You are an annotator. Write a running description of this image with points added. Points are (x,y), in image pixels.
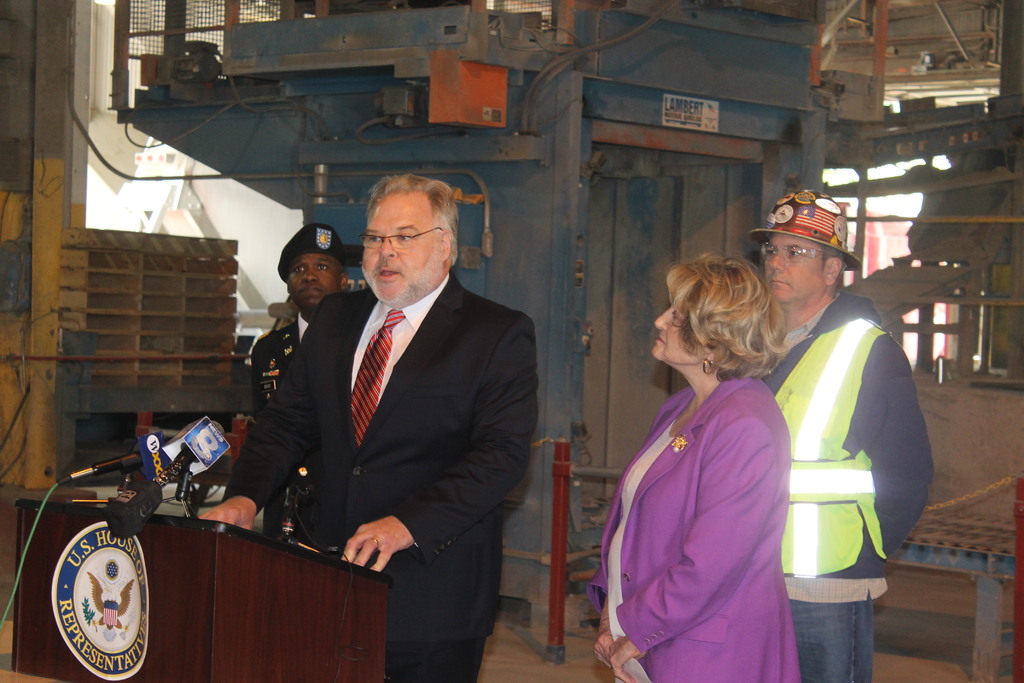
At the bottom of the image (184,527) there is a podium (190,536), on the podium (154,538) there are some microphones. Behind the podium (171,531) few people (435,609) are standing. Behind them there are some machines (709,204).
